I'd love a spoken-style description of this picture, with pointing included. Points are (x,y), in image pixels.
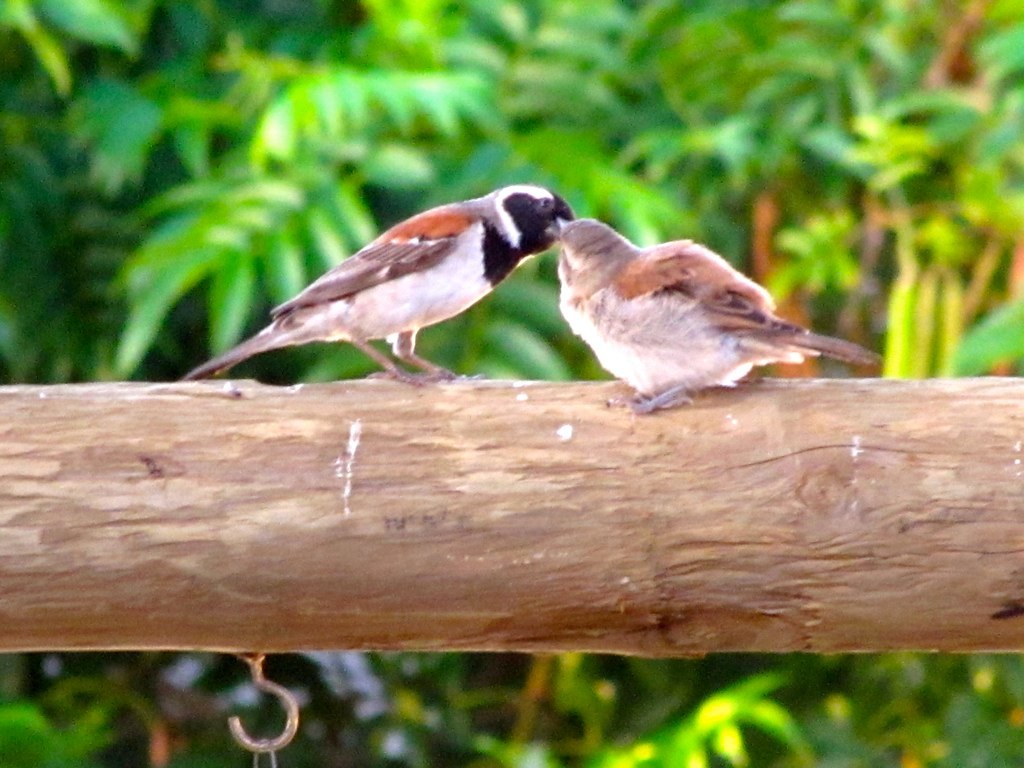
In this image we can see two sparrows (627,372) which are standing on the branch (636,513) and in the background of the image (389,104) there are some leaves (532,135).
